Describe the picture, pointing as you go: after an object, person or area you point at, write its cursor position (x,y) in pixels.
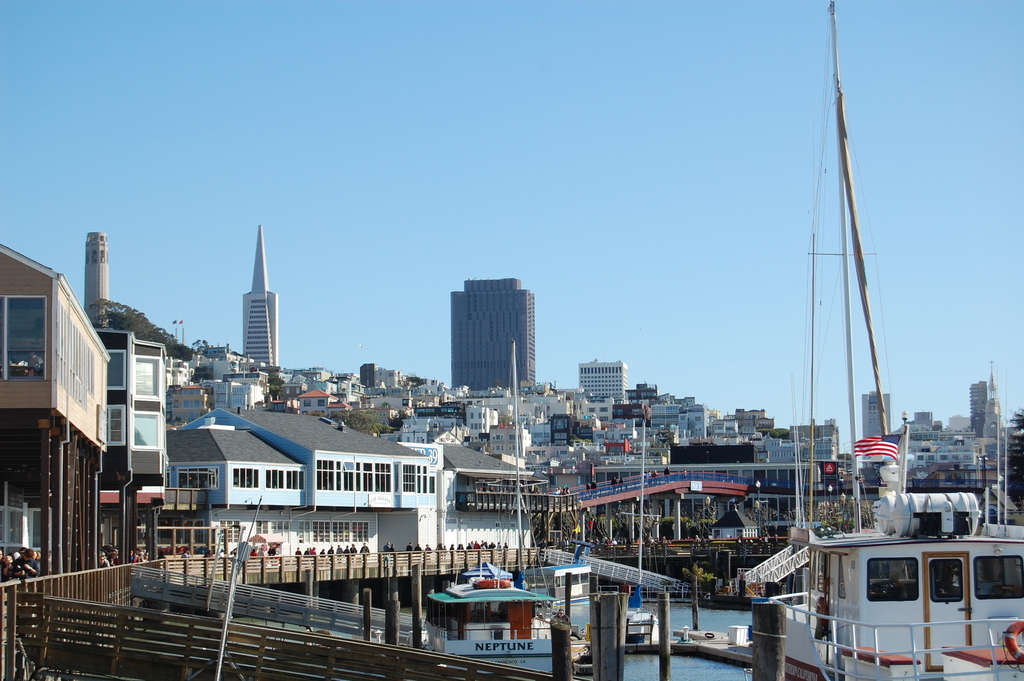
This image is clicked outside. There are buildings (61,332) in the middle (519,436). There is water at the bottom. There are boats (885,632) in the water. There is sky (509,157) at the top (417,168). There are some persons (3,573) in the middle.
